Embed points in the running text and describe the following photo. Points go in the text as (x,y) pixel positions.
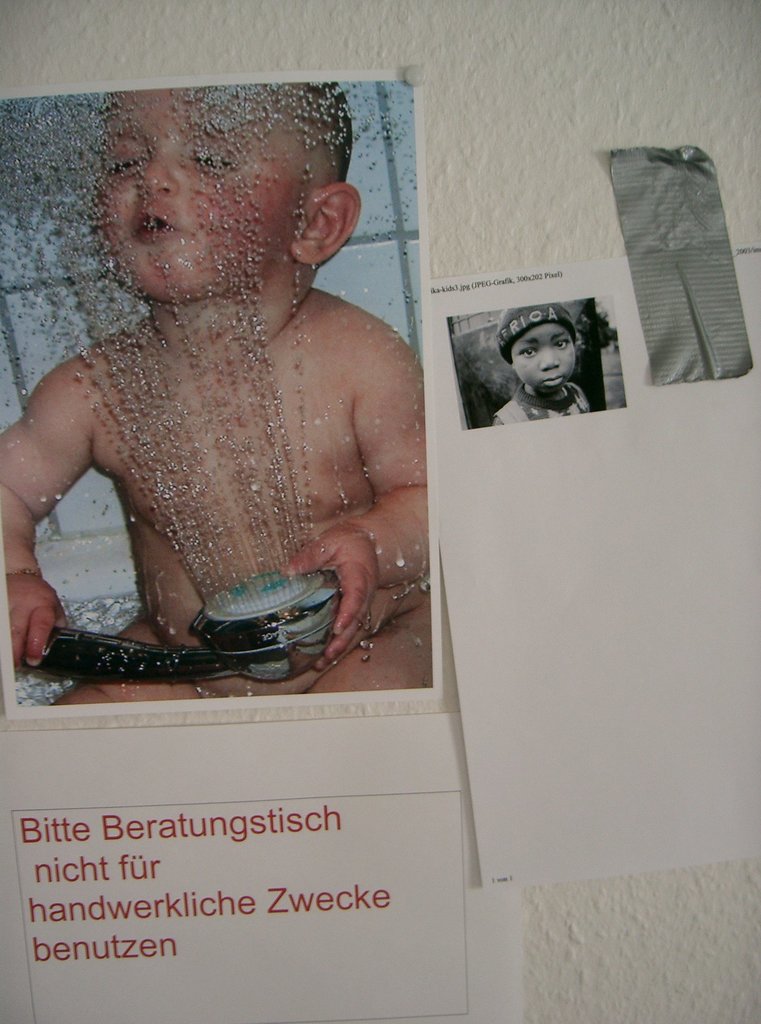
In this image I can see three white colour papers (597,507) and on these papers (421,458) I can see pictures (335,453) of children (411,398). On the bottom left side of this image (77,773) I can see something is written on a paper (190,804). On the right side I can see a grey colour thing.
